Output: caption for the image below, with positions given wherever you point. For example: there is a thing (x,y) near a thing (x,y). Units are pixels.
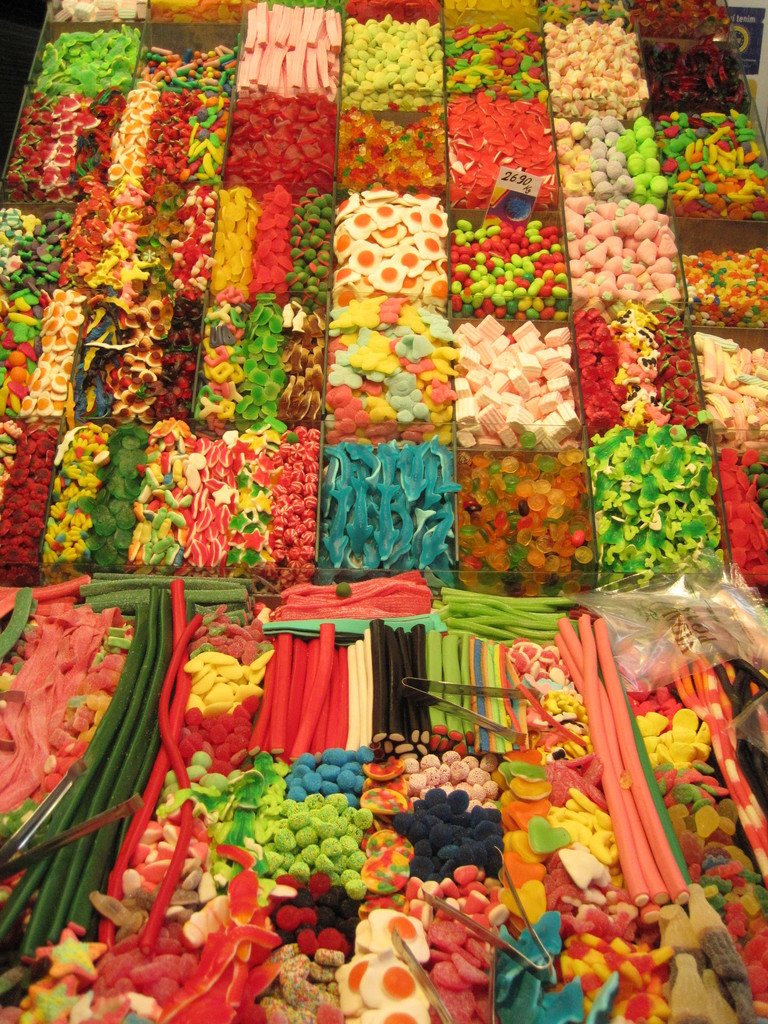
In this picture we can see different types of food items (248,371), tongs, price tag (515,178) and some objects (651,610).
